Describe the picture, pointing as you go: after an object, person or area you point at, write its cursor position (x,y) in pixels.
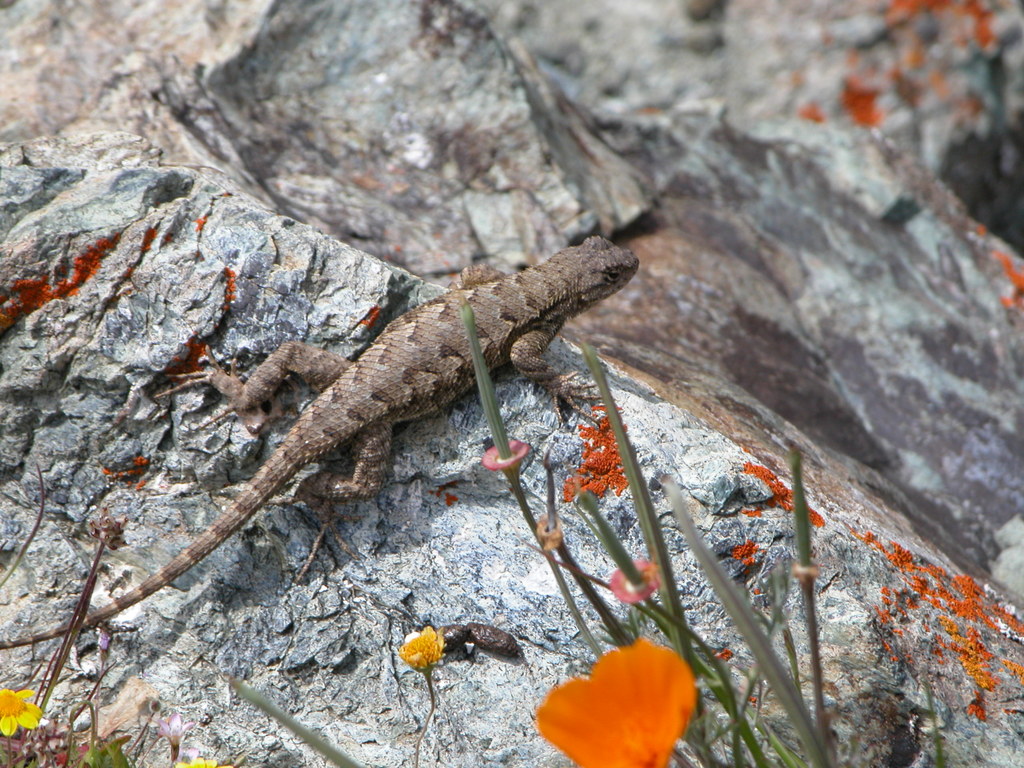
There is an animal (342,434) on a rock (251,350). There are flowers (594,686) and plants (725,732).
